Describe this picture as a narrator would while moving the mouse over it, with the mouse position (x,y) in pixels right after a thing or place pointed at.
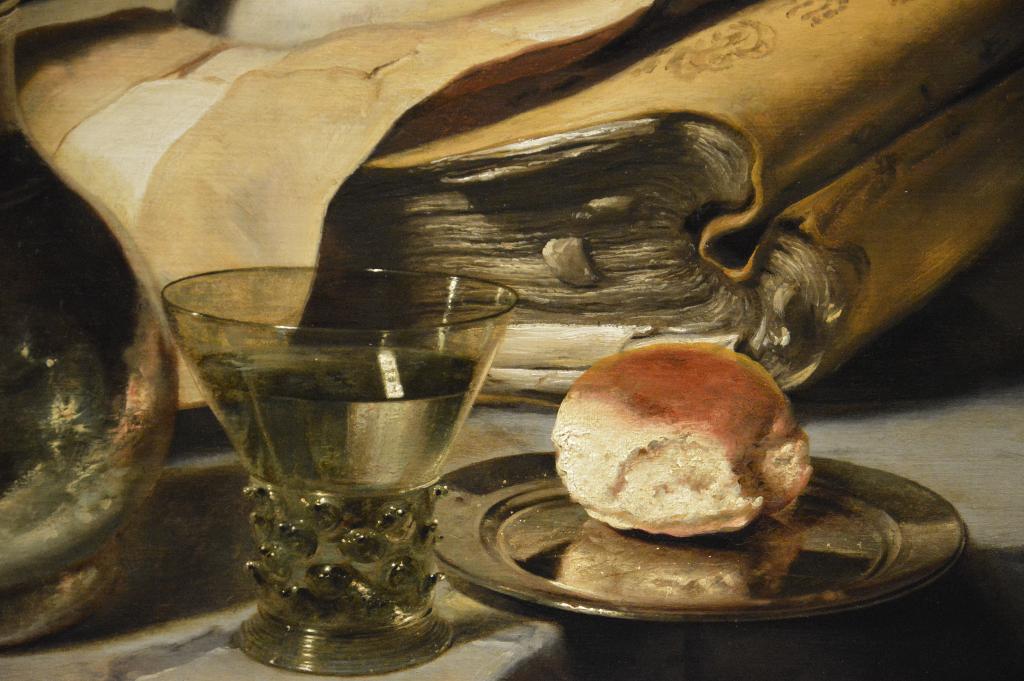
In this image we can see a glass (292,510), plate (576,518) with bread (652,472) and a book (513,177) on a surface (477,649). On the left side (89,402) there is an object (83,308).
